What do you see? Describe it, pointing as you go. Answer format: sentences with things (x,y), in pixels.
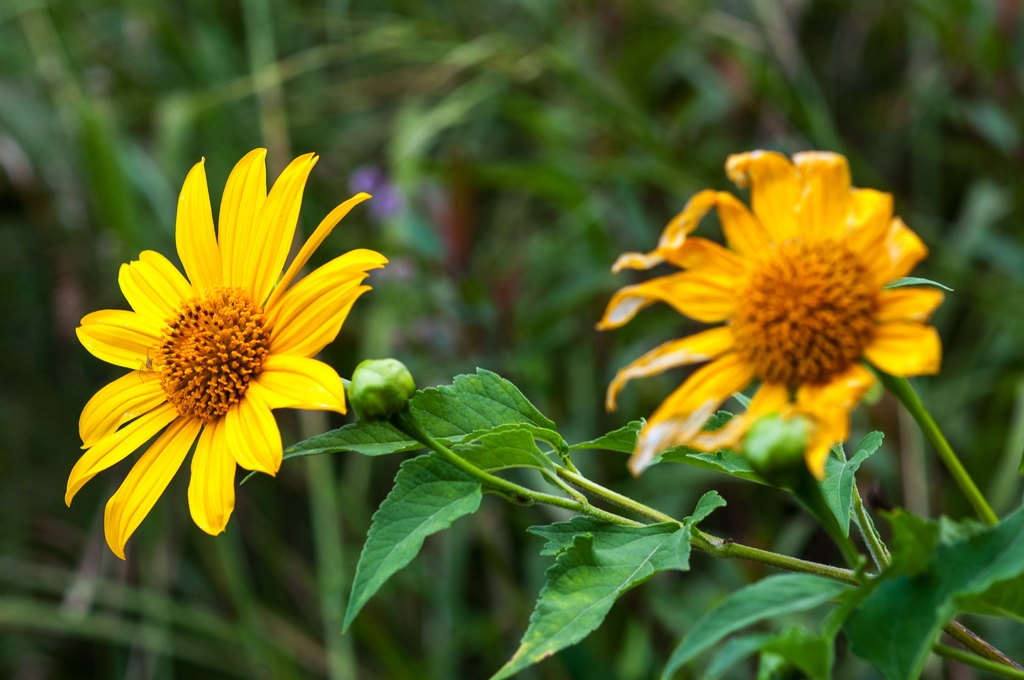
In this picture we can see flowers (860,315), buds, leaves (496,470) and stems (764,559). In the background of the image (499,225) it is blurry.
